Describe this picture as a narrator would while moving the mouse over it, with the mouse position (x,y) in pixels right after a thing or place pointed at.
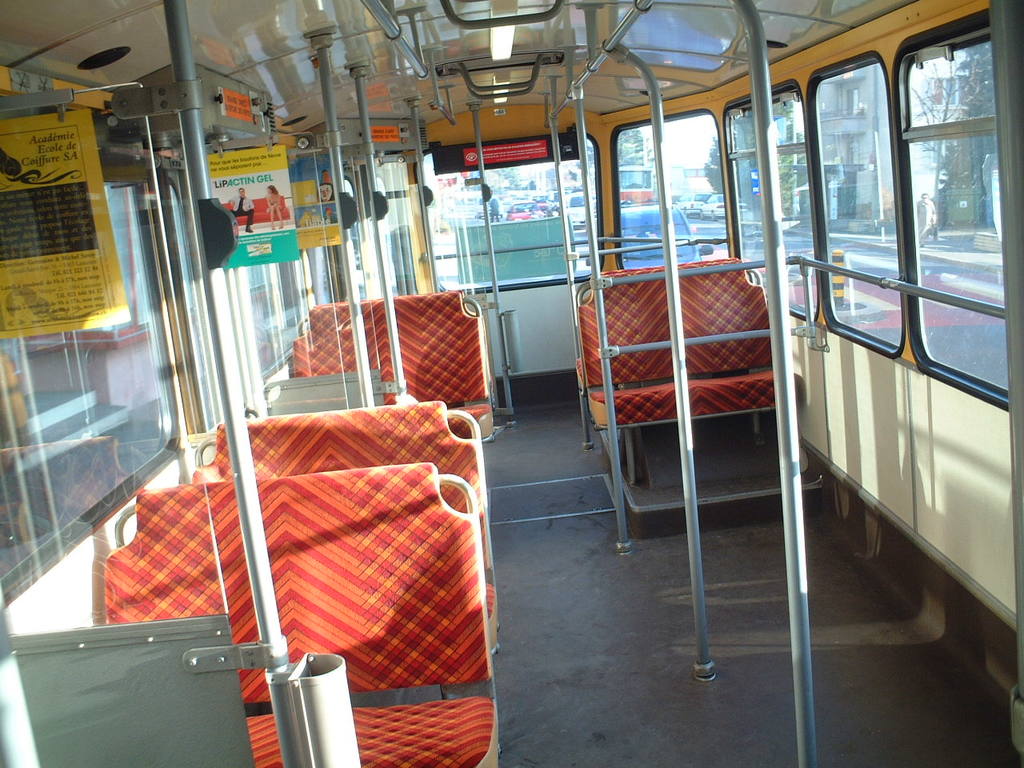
In this picture we can see bus seats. Here we can see box (257,109) and posters (322,170). On the right (918,222) there is a man (919,209) who is walking on the street (878,242). Backside of them we can see buildings (927,187) and trees (970,170). Here it's a dustbin (955,207). On the background (627,198) we can see many vehicles (579,209) on the road (709,227). Here it's a sky (680,126).
